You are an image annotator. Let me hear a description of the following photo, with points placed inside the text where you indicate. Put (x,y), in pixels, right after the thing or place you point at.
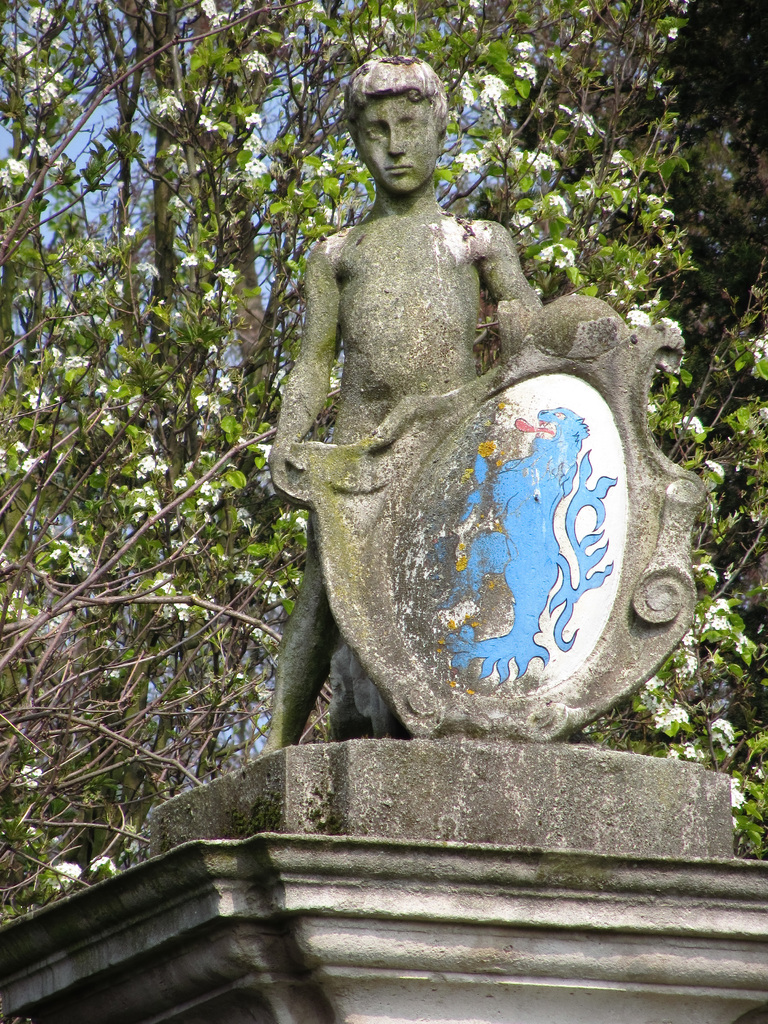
In this image in the center (373,456) there is one statue (357,410), and at the bottom (182,919) there is wall (243,945) and in the background (724,426) there are trees (503,219) and sky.
